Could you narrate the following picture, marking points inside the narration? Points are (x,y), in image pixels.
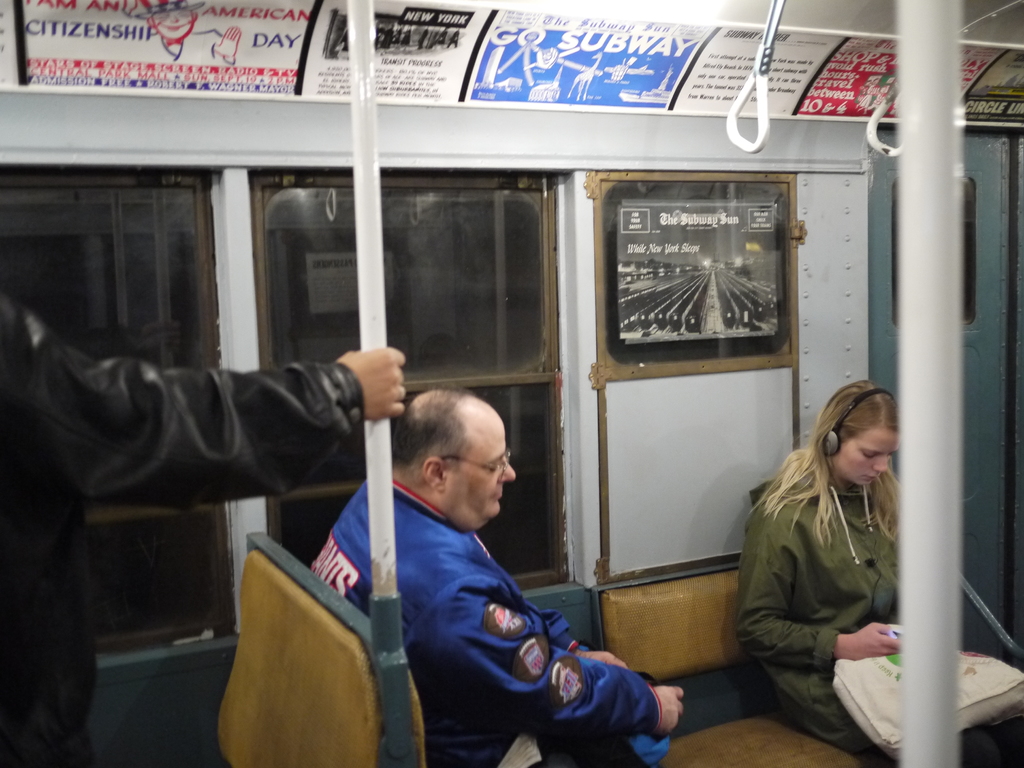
In this picture, it looks like an inside view of a vehicle (569,593). There are two people (482,643) sitting on the seats (629,659) and a person (49,509) in the black jacket (30,477) is standing and holding a rod (373,156). In front of the person (36,407) there are glass windows (396,302), supporting handles (762,111), a door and boards (727,69).
